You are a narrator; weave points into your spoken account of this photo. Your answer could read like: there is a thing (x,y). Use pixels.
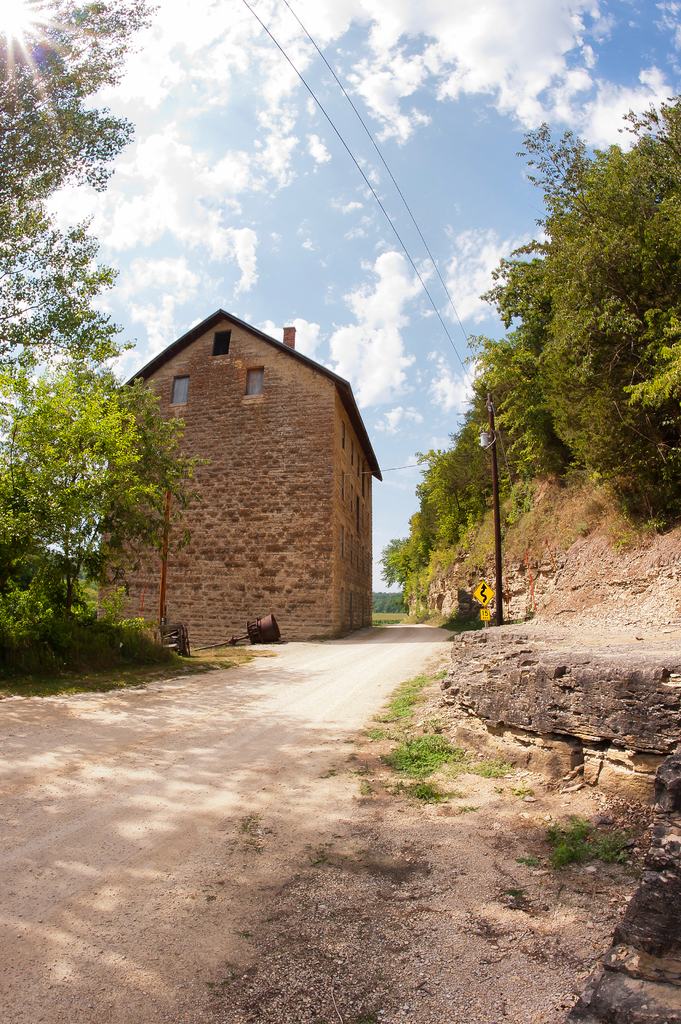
This is an outside view. At the bottom (256,758) there is a road (206,857). In the middle of the image (252,456) there is a building (262,510). On the right (633,417) and left side of the image (90,411) there are many trees (540,465) and poles (497,471). At the top of the image (381,196) I can see the sky (441,140) and clouds (423,19). On the right side (588,709) there is a rock (601,695).
